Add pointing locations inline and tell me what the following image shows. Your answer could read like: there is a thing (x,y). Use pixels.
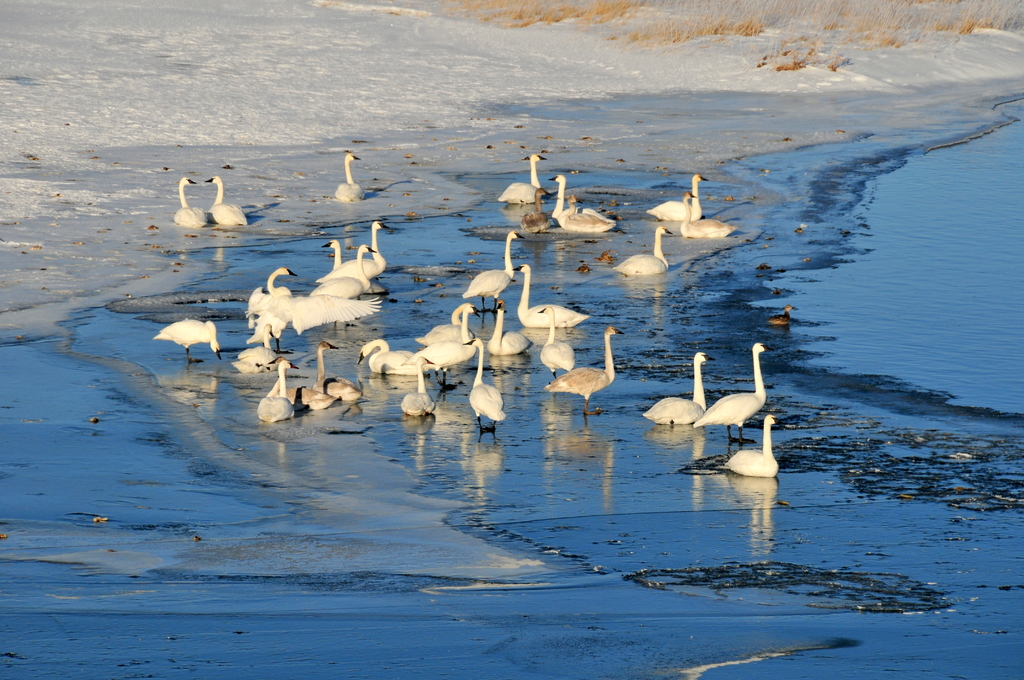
In this picture we can see swans (520,186) here, on the right side (889,330) there is water (950,317), we can see snow (409,75) in the background (324,43).
